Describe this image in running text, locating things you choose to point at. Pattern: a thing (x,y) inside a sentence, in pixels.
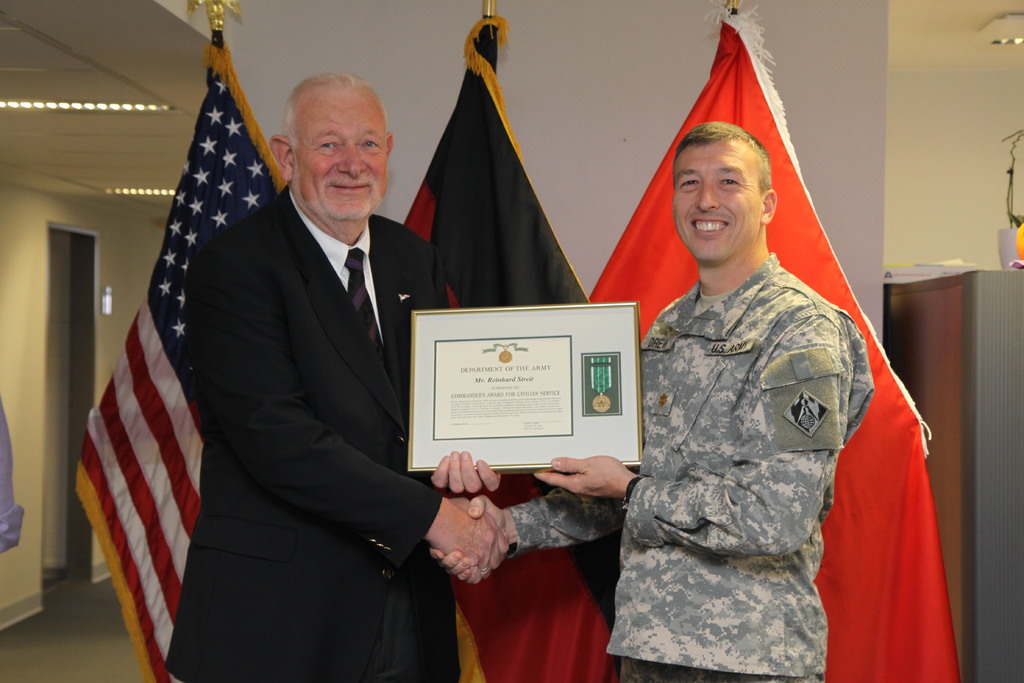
In this picture we can observe two men (701,534). Both of them are smiling, holding a frame (594,377) in their hands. One of them is wearing a coat (318,371) and a tie (351,256). Behind them there are three flags (475,178). In the background (513,46) we can observe white color wall (506,67).
